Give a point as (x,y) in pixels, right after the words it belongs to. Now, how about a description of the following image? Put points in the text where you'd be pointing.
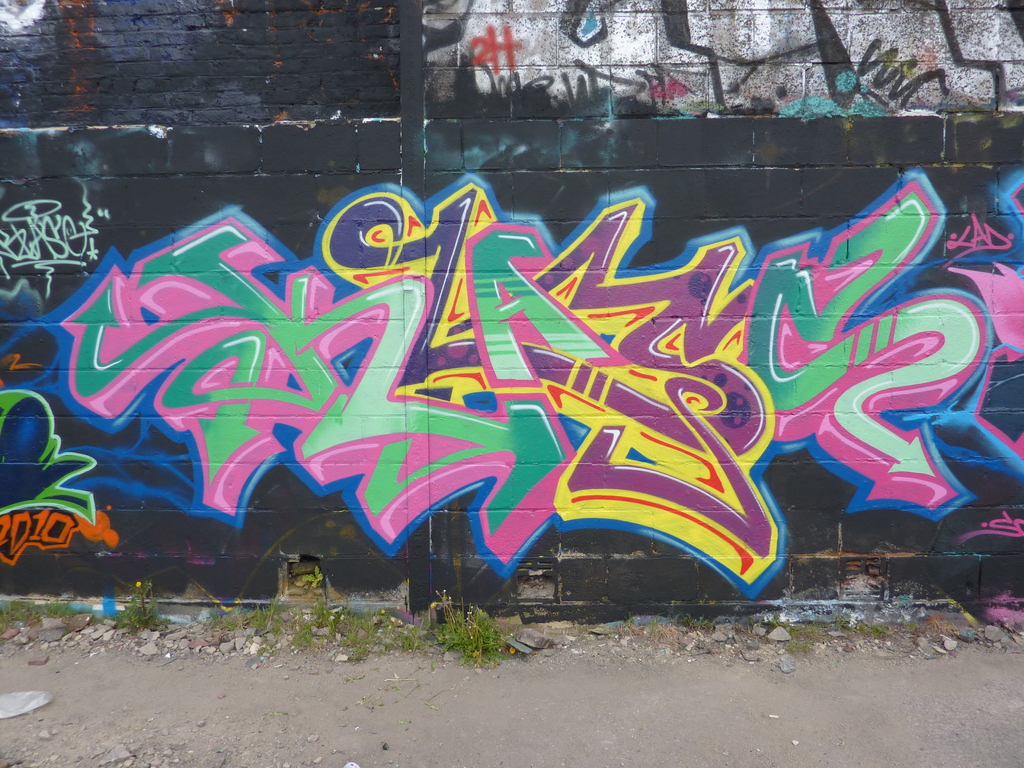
In this picture we can see plants (50,613), stones (519,640) on the ground (485,729) and on the wall (309,191) we can see painting (523,431).
